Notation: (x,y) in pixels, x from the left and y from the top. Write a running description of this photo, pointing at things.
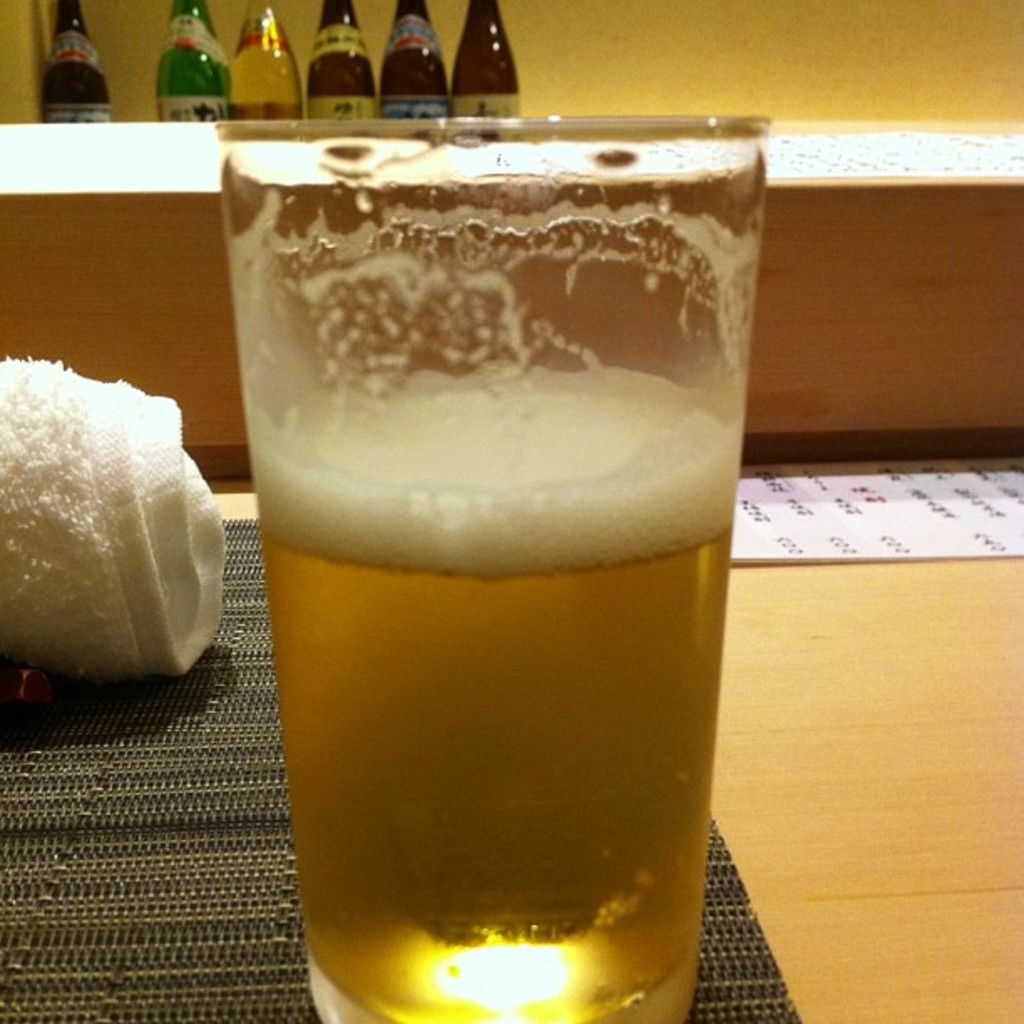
In the picture we can see a glass (563,1023) with beer (297,530) and it is placed on the table (860,903) and behind it we can see a cloth (16,462) is wrapped and behind it we can see some bottles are placed on the desk (963,303).
